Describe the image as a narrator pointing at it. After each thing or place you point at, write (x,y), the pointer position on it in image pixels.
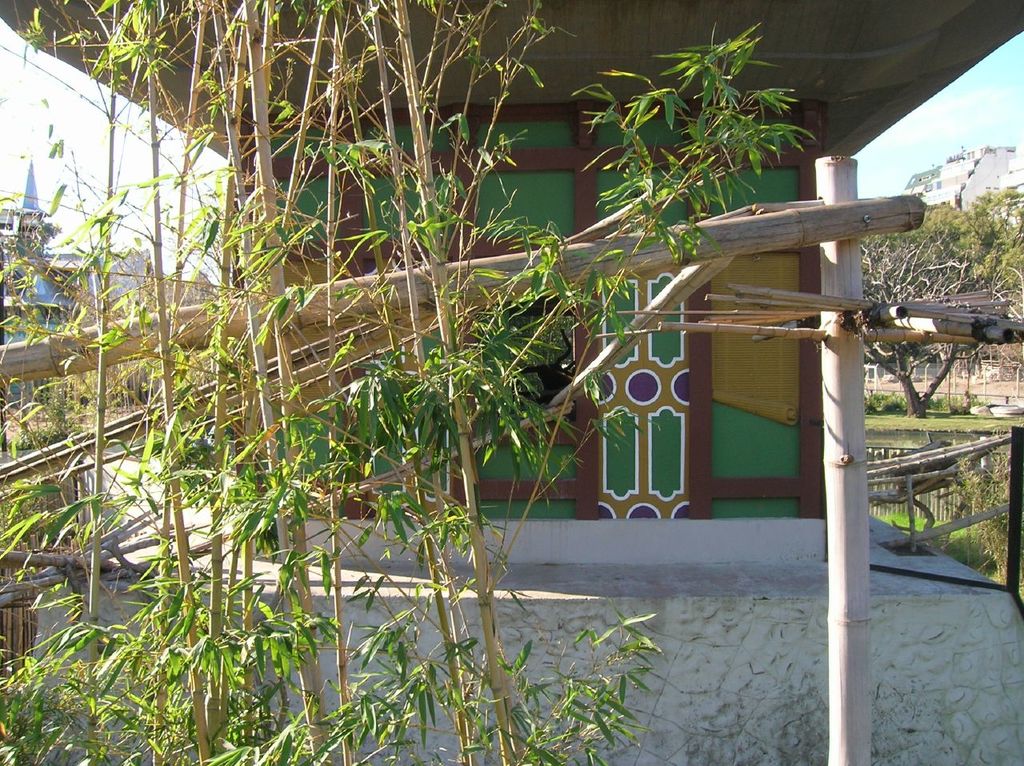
In the foreground of the image (314,371) there are plants (450,326) and wooden sticks (795,335), in the background of the image (800,267) there are buildings (975,188).
